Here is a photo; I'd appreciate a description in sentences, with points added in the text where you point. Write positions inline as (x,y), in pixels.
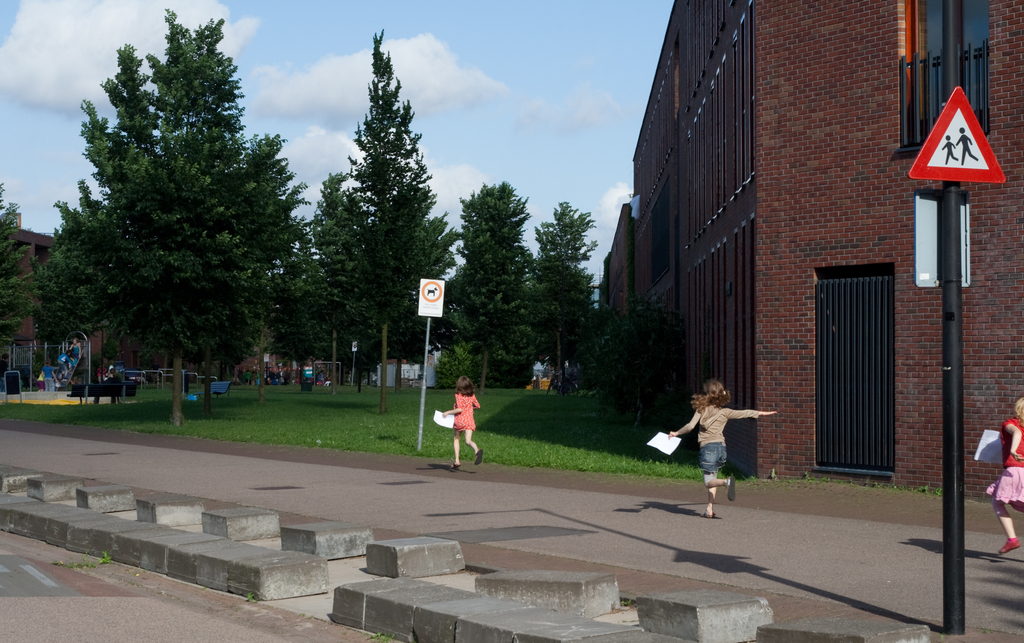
In this image we can see a few buildings (704,291), there are some trees (253,299), persons (714,462), lights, boards (428,294), stones (364,591), benches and some other objects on the ground (692,488), in the background (332,94) we can see the sky (242,89) with clouds (332,94).
